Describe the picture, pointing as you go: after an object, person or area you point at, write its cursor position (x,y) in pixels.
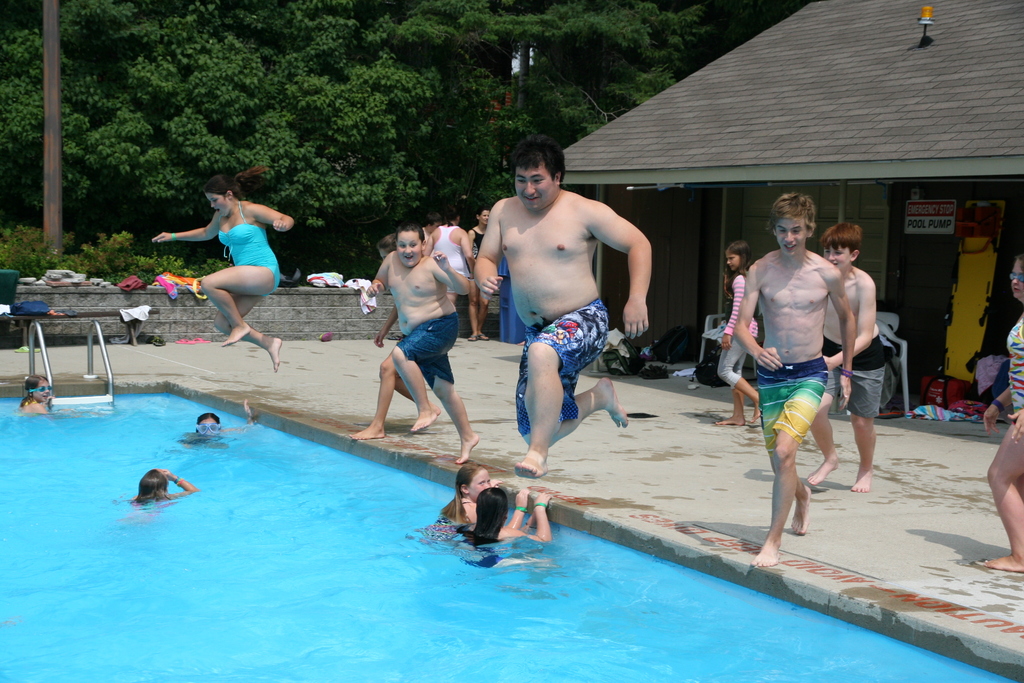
I can see few people (534,417) jumping and few people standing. This looks like a swimming pool (305,590). These are the clothes (645,358) and bags (664,334) lying on the floor (932,434). I think this is a small house (915,248) with a roof (947,79). These are the trees (260,143) with branches (500,26) and leaves (228,157). This looks like a pole (50,57). I can see few people (215,437) in the water (306,529).
